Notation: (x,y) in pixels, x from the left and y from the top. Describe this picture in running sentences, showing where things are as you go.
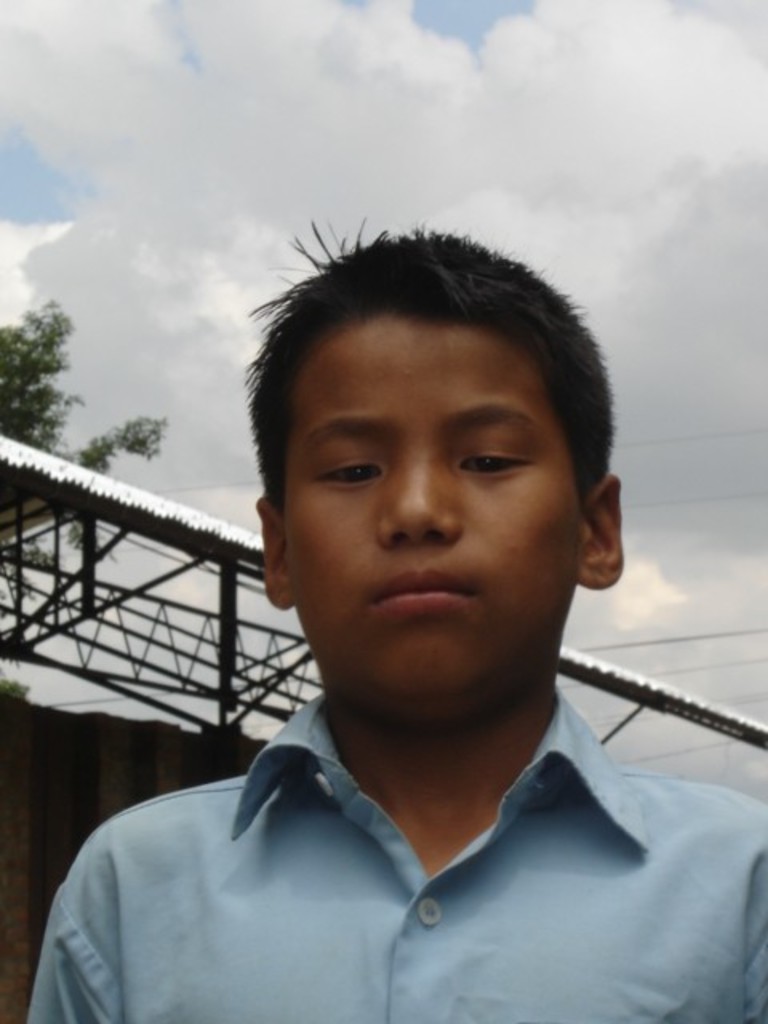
In this image I see a boy (315,614) who is wearing a shirt (200,855) which is of light blue in color. In the background (20,651) I see the shed (93,504) and iron rods (126,658) and I see the leaves (19,352) on the stems (21,372) and I see the sky (688,269) which is a bit cloudy.
